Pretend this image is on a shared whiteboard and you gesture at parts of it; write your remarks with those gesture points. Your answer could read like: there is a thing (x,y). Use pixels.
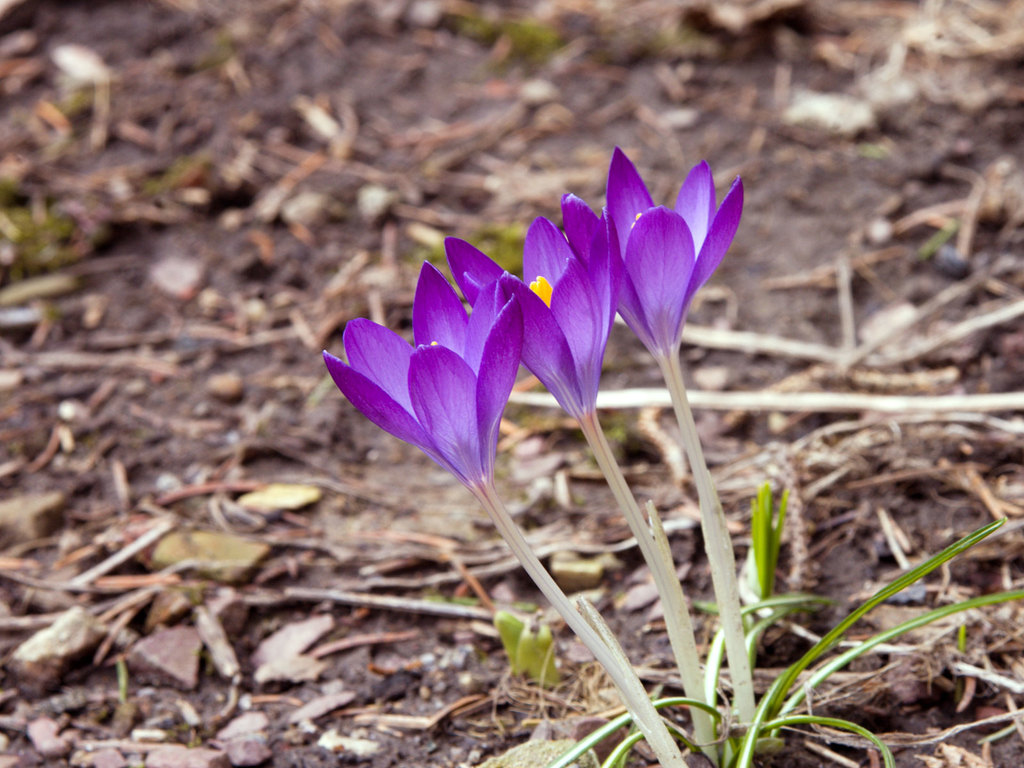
In this image I see flowers (464,400) which are of purple and yellow in color and I see the grass (1001,601) and I see that it is blurred in the background (299,270).
